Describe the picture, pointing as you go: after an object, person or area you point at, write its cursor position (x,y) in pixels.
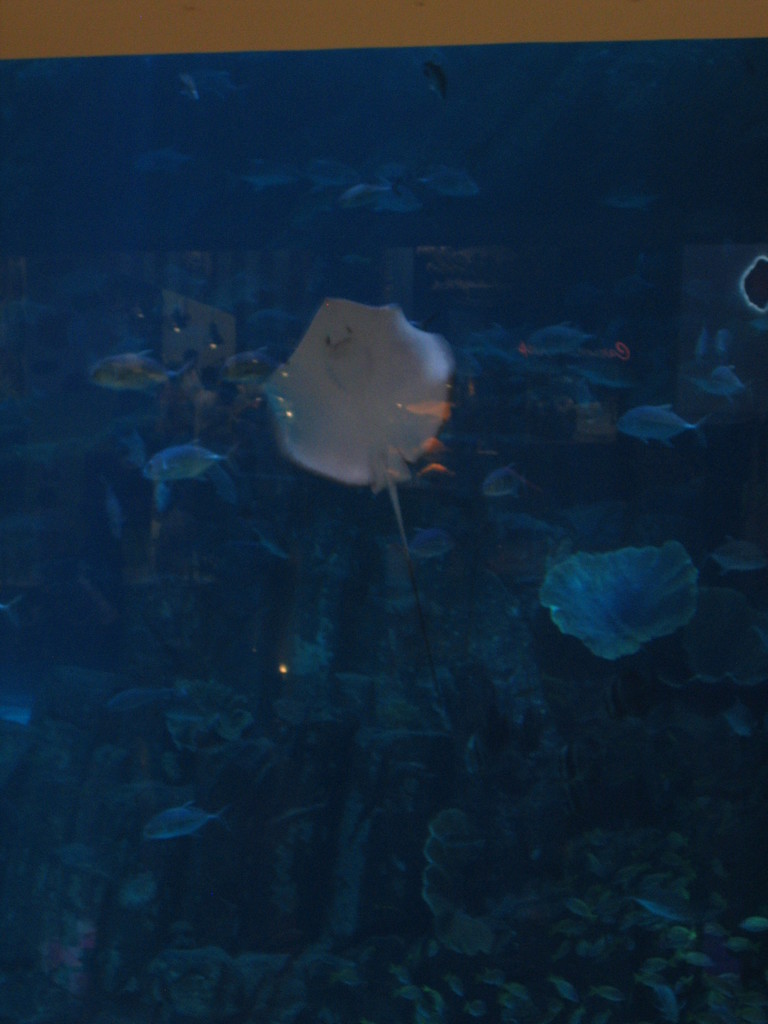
In the picture we can see an aquarium (465,809) with different kind of fishes (581,944) and some water plants (468,936).
